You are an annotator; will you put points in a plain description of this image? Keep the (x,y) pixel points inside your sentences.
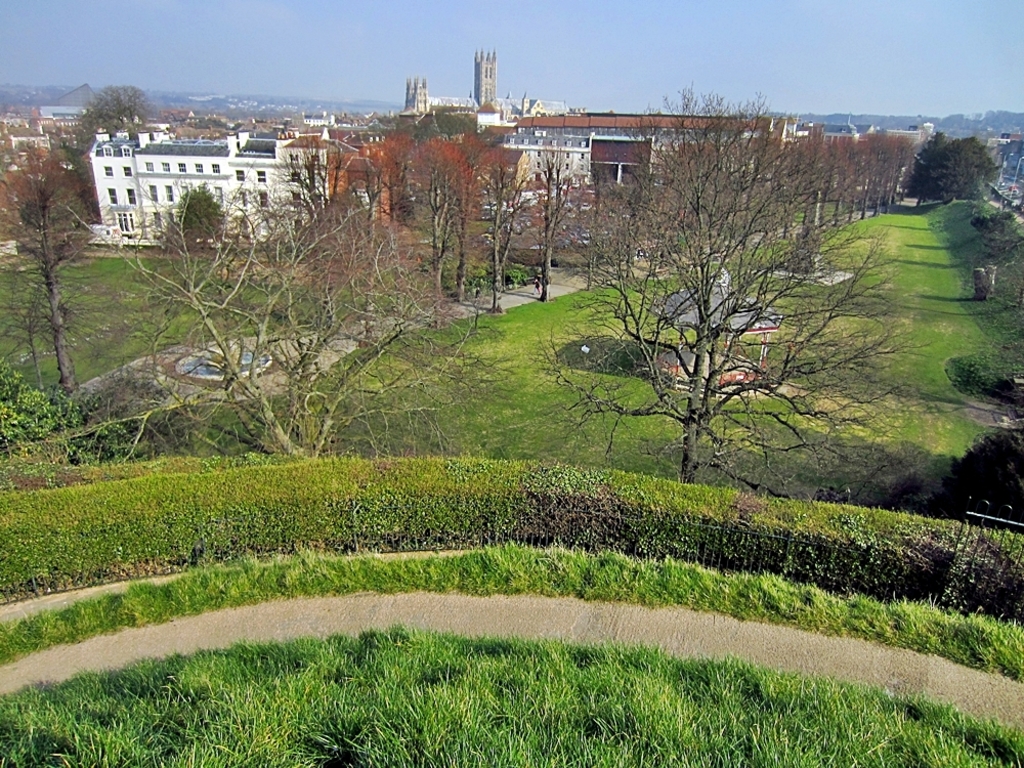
In this image I can see few plants (483,581) and trees (769,163) in green color, background (182,153) I can see few buildings (429,112) in white and cream color and the sky (502,34) is in blue color.
